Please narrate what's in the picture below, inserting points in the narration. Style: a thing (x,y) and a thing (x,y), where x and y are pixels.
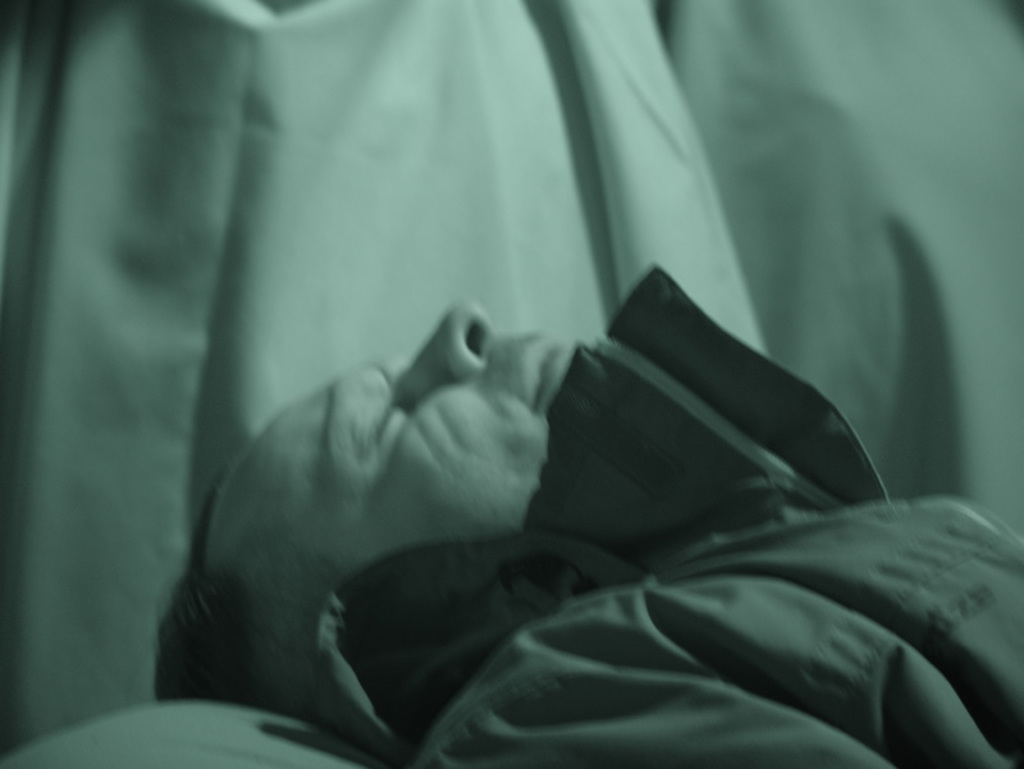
In the picture we can see face (375,480) of a person (313,656) who is sleeping.
